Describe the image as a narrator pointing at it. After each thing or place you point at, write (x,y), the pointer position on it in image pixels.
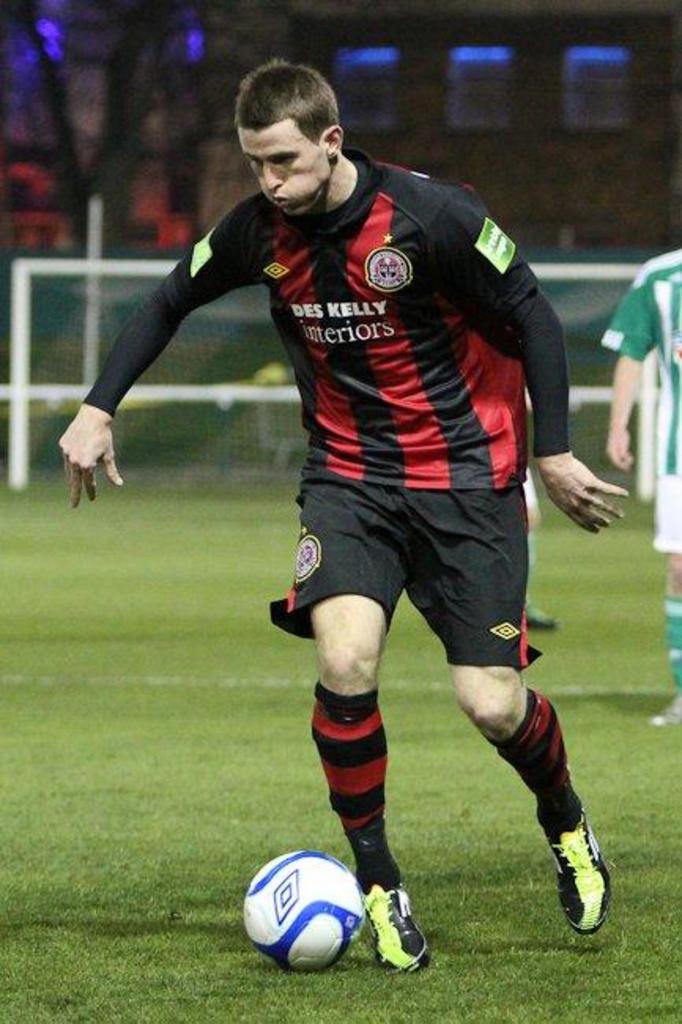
In this image there is football ground (476,784), in that ground (416,776) a man (350,633) kicking a football (296,917), in the background (96,250) there is a pole (649,435).
